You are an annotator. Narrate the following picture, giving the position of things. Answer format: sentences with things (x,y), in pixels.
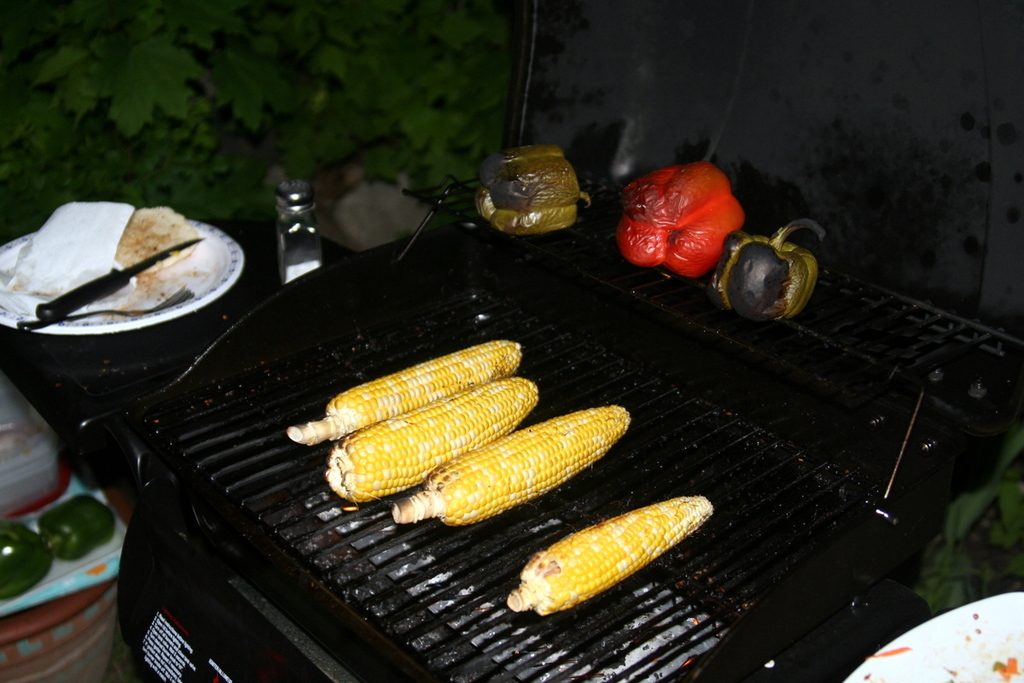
In this picture we can see maize (516,402) and bell peppers (493,192) on grills (577,325). We can see plate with food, knife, fork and paper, jar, box (35,496), vegetable leaves (225,169), green bell peppers (16,579) and objects (76,661).
